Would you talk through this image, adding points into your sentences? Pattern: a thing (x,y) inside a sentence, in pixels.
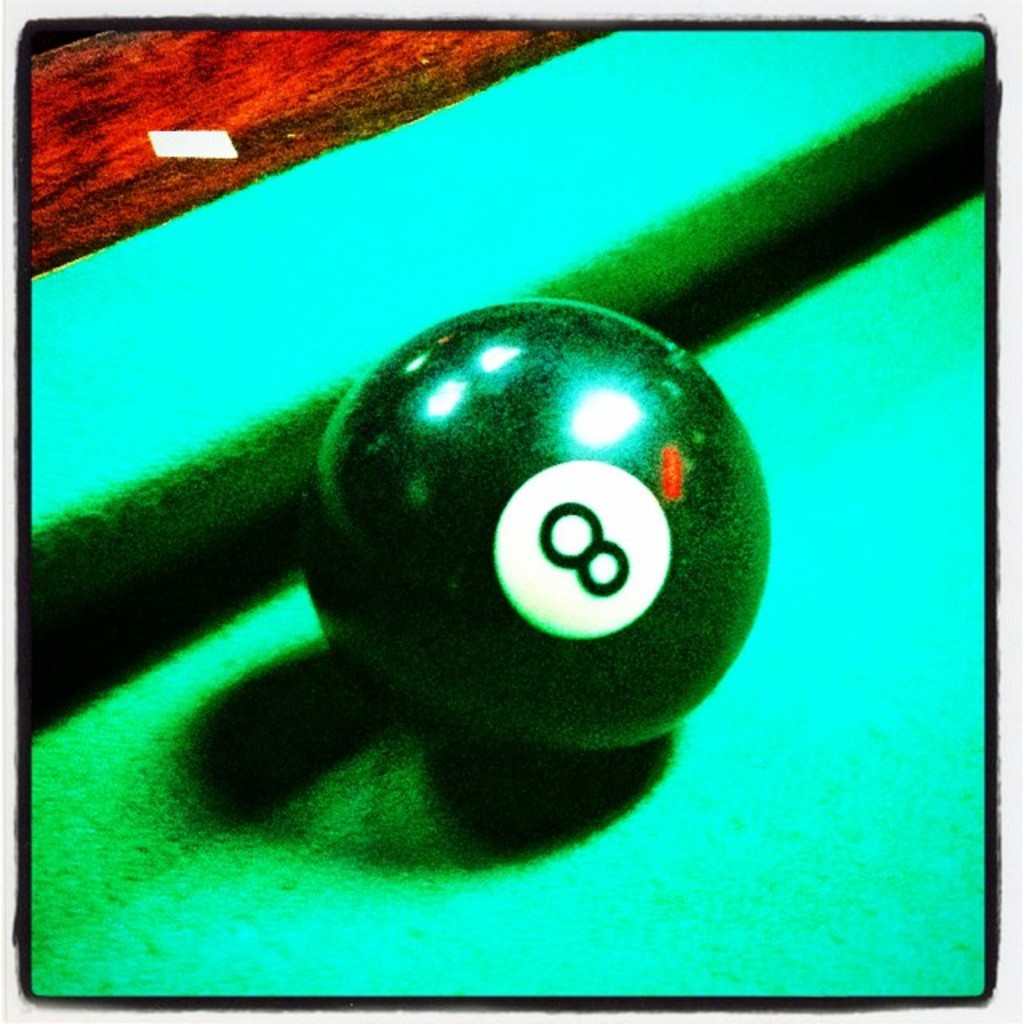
In this image we can see a billiard ball (617,417) on the table (589,889) and the image has borders (89,1014).
